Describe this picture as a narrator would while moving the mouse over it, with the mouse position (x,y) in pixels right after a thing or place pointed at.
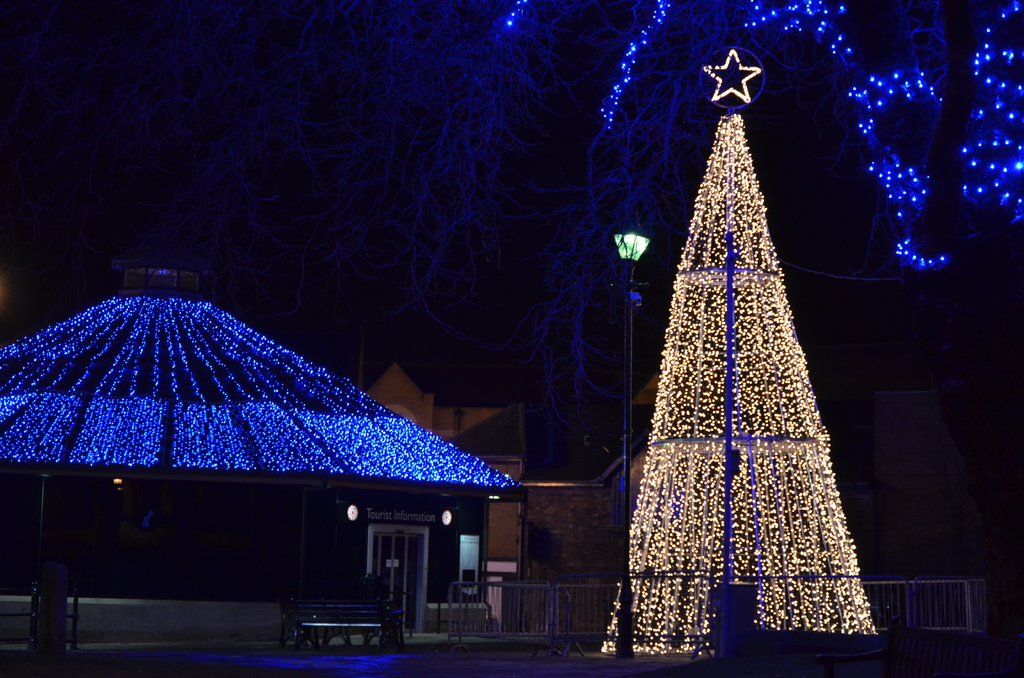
In this image we can see decorative lights (672,394), pole (624,552), houses (57,537), bench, boards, and railing (809,604). There is a dark background (500,212).
